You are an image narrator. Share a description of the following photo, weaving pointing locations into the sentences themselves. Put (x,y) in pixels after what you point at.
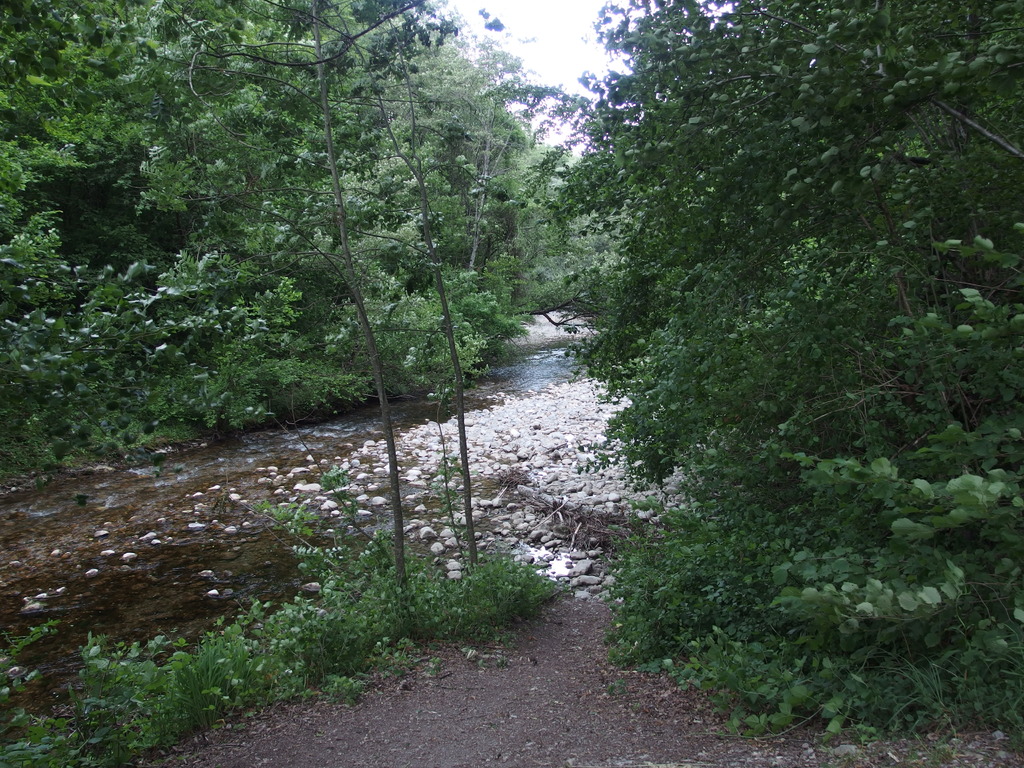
In this image we can see the trees (641,323), plants (636,586), stones (549,458), water (539,379), at the top (546,135) we can see the sky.
